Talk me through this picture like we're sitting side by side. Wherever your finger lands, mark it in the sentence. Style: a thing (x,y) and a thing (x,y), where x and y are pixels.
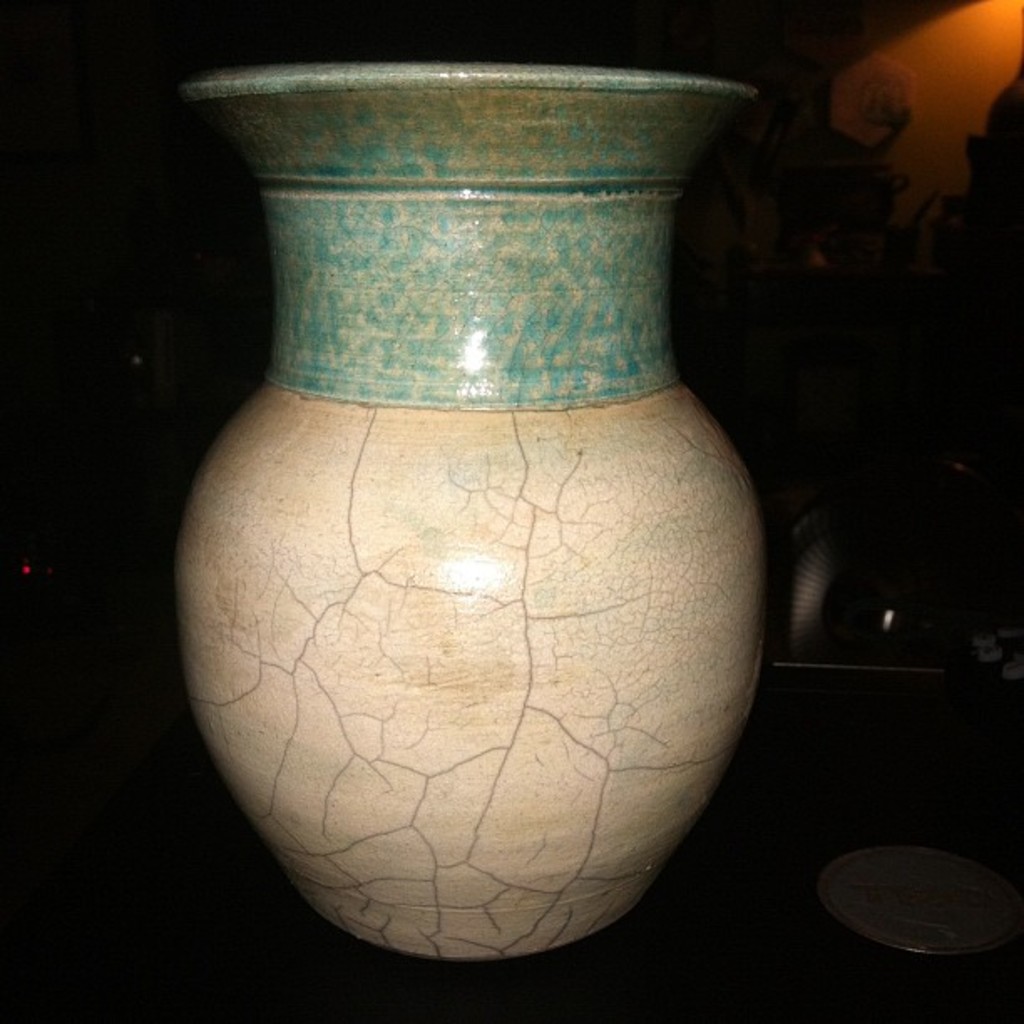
Here we can see a vase (501,670) and there is a dark background (127,36).
